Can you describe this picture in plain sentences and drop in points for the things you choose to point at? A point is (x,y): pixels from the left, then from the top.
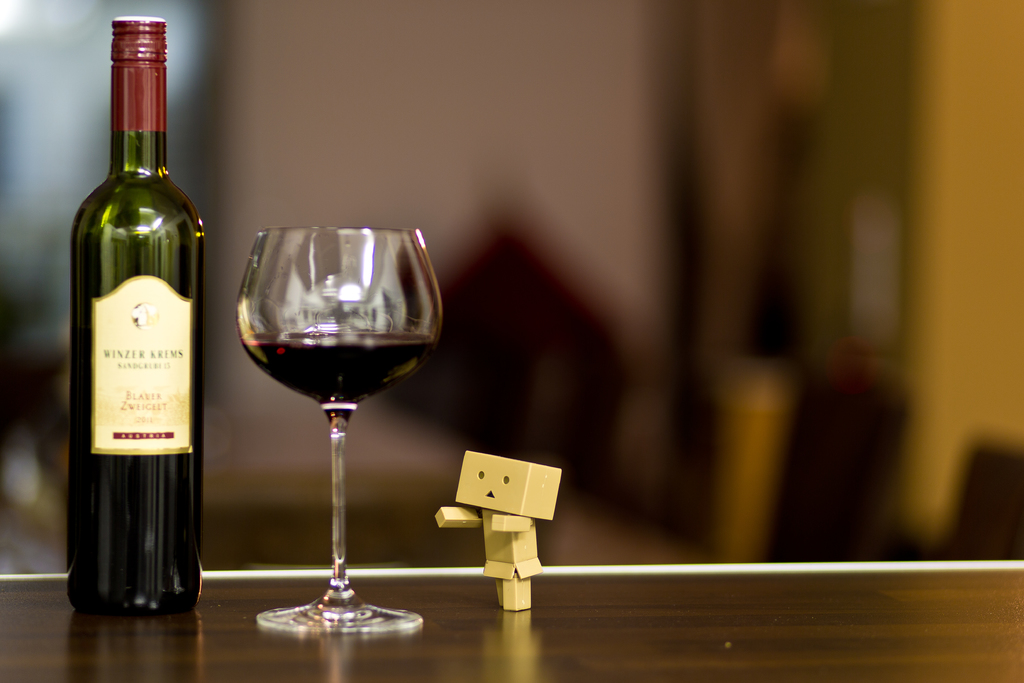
In this image at the bottom (383,605) there is a table (432,597) on the table (395,599) there is one bottle (148,188), glass (311,372) and one toy (494,512) and in the glass (340,368) there is some drink (363,349). In the background (549,384) there is a wall (592,158) and some objects (569,382).
